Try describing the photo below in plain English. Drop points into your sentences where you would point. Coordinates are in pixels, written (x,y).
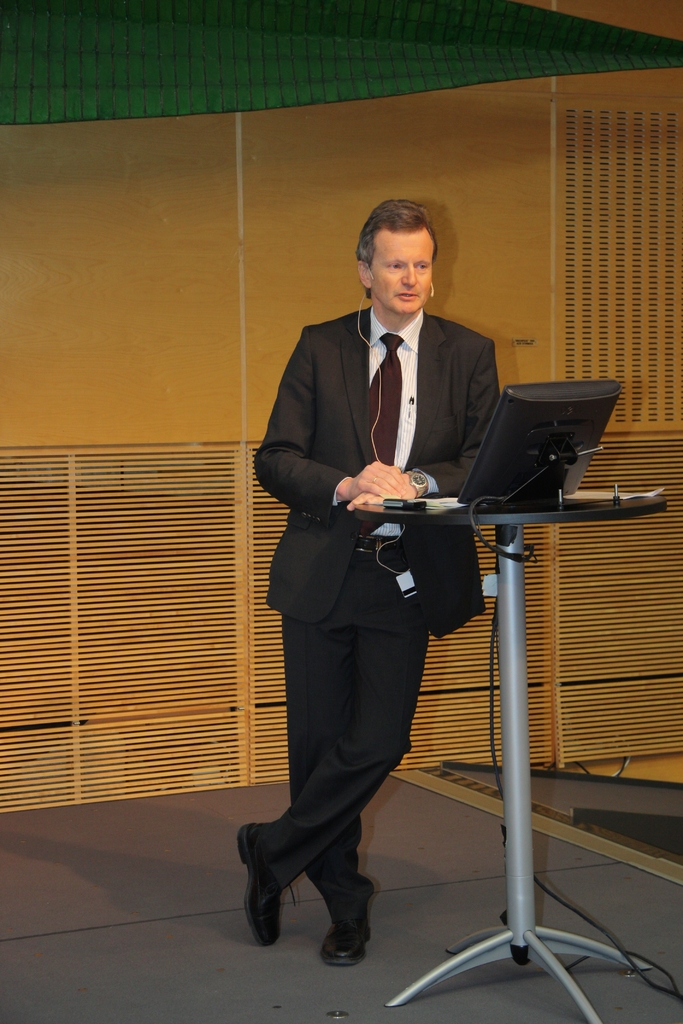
There is a person (296,560) standing and wearing a mic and watch (426,476). In front of him there is a table (461,513). On that there is a screen (497,428). In the back (225,174) there is a wall (169,430).
